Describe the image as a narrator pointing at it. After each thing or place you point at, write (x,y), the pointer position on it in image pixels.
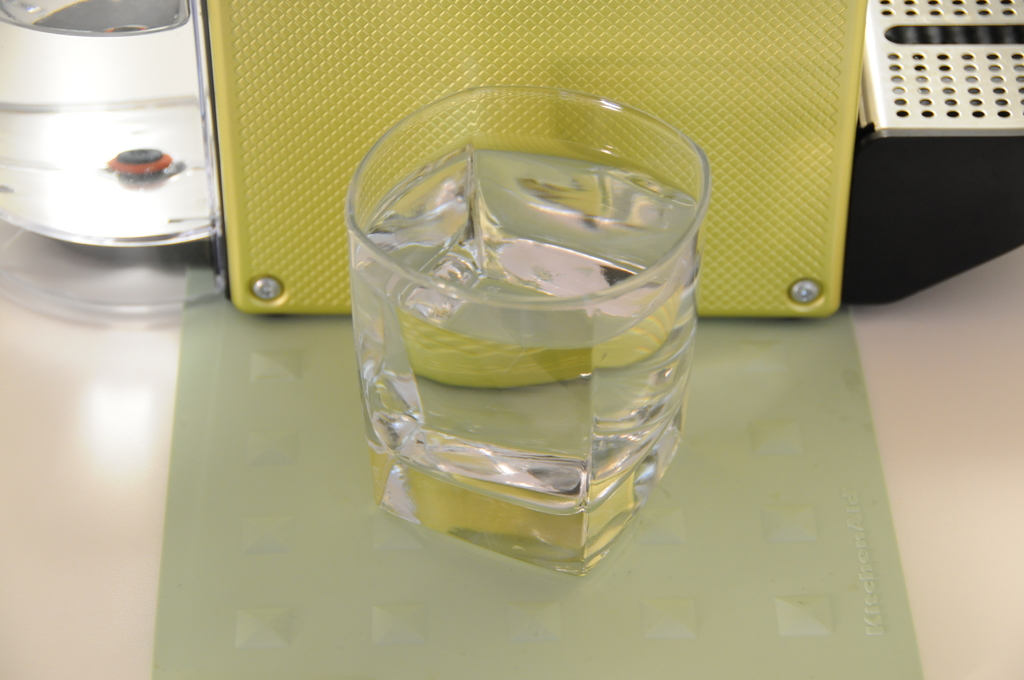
In this picture we can see the water glass (561,297), some appliances (201,216) are on the table (965,288).
